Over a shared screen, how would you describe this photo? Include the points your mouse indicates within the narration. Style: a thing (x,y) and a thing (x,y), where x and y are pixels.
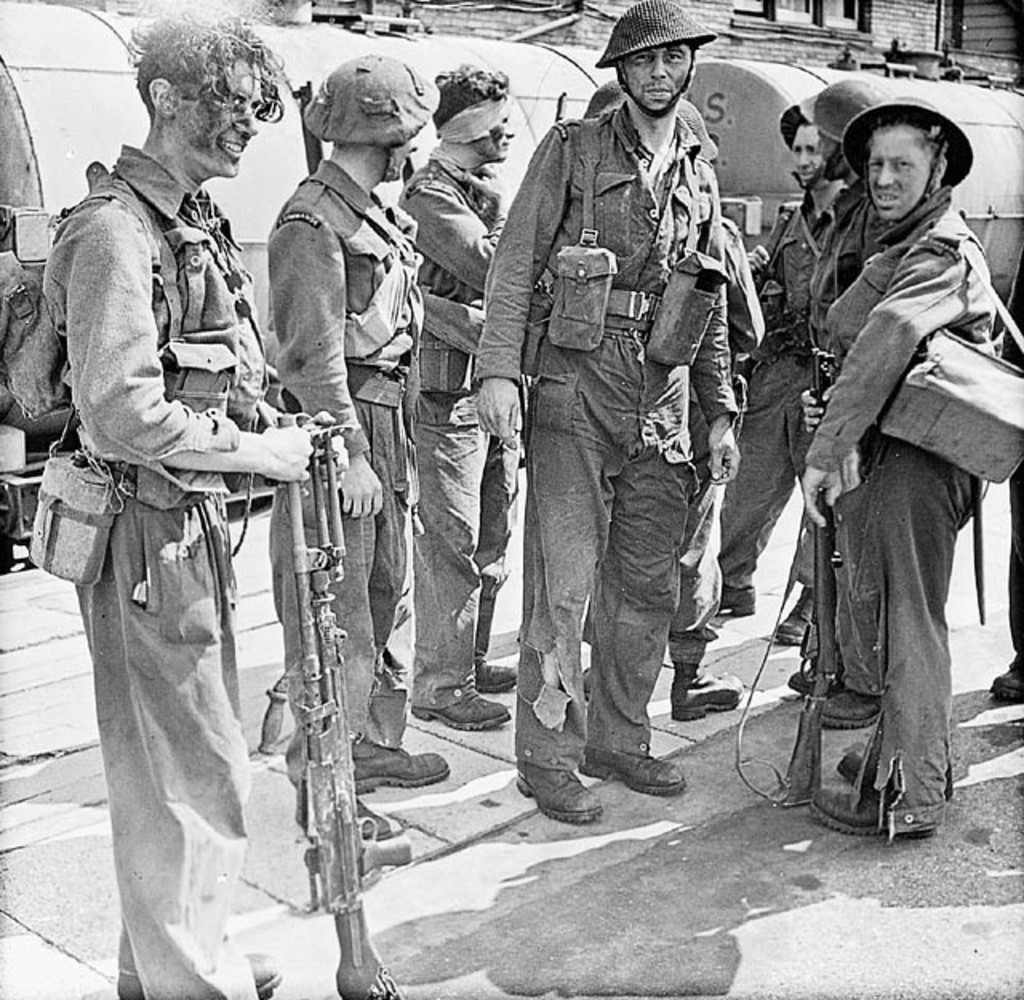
In the image we can see the black and white picture of people (401,348) standing, wearing clothes (528,358), shoes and some of them are wearing a hat (327,129) and holding a rifle (313,604) in their hands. Here we can see the footpath (716,860) and it looks like the vehicle (475,50) and the building (767,48).
